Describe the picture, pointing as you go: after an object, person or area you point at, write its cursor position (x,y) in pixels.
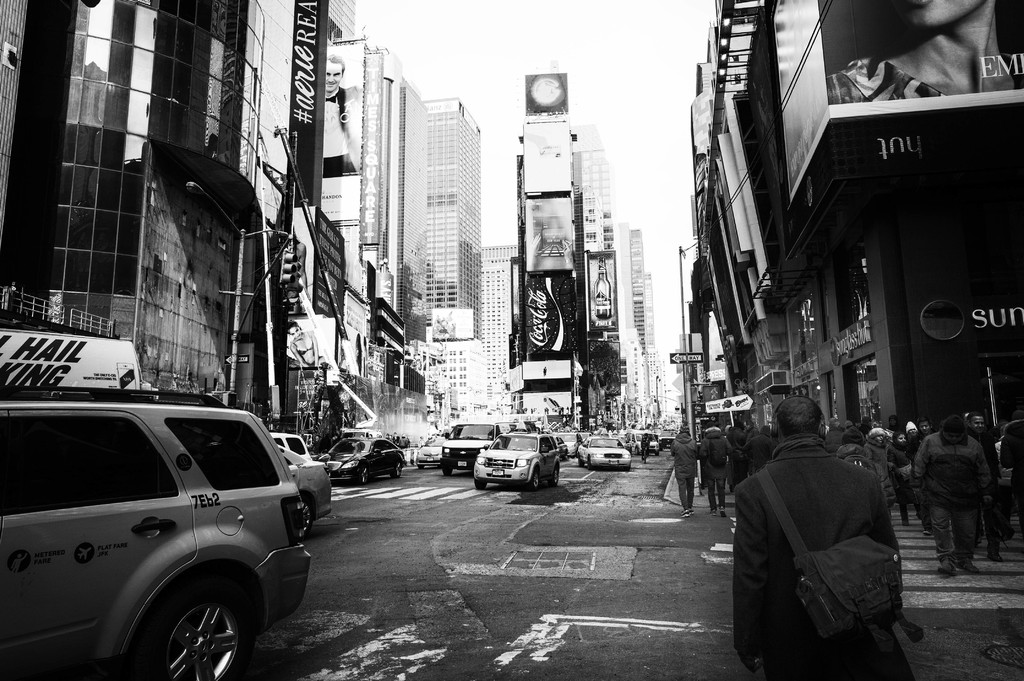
There are people (754,561) walking and we can see cars (220,600) on the road (595,501), boards (351,160), hoardings (359,178) and poles (686,389). we can see buildings (722,296). In the background (637,93) we can see sky (625,206).
